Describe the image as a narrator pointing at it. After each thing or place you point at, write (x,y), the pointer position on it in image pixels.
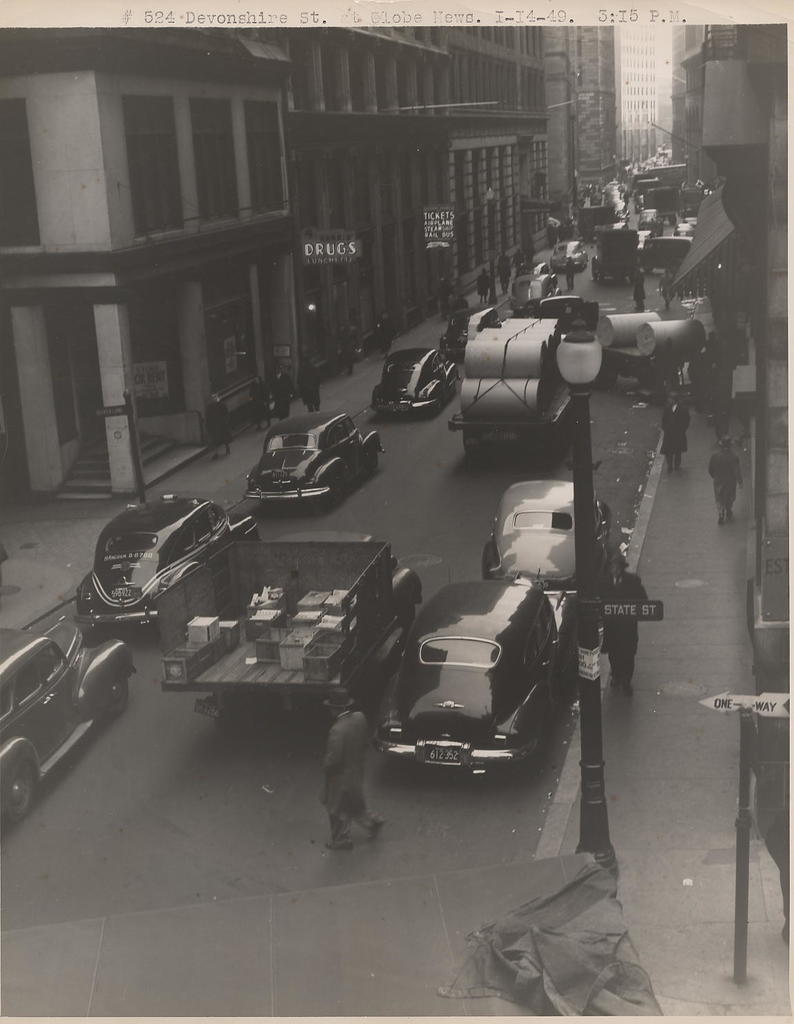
This is a black and white image. Here I can see some cars (35,687) and other vehicles (208,710) on the road (164,766). At the bottom of the image (325,825) I can see a person (346,796) is walking on the road (252,806). On both sides of the road (379,481) there are some poles (588,488) and few people (680,454) are walking on the footpath (687,563) and also I can see the buildings (732,208).
